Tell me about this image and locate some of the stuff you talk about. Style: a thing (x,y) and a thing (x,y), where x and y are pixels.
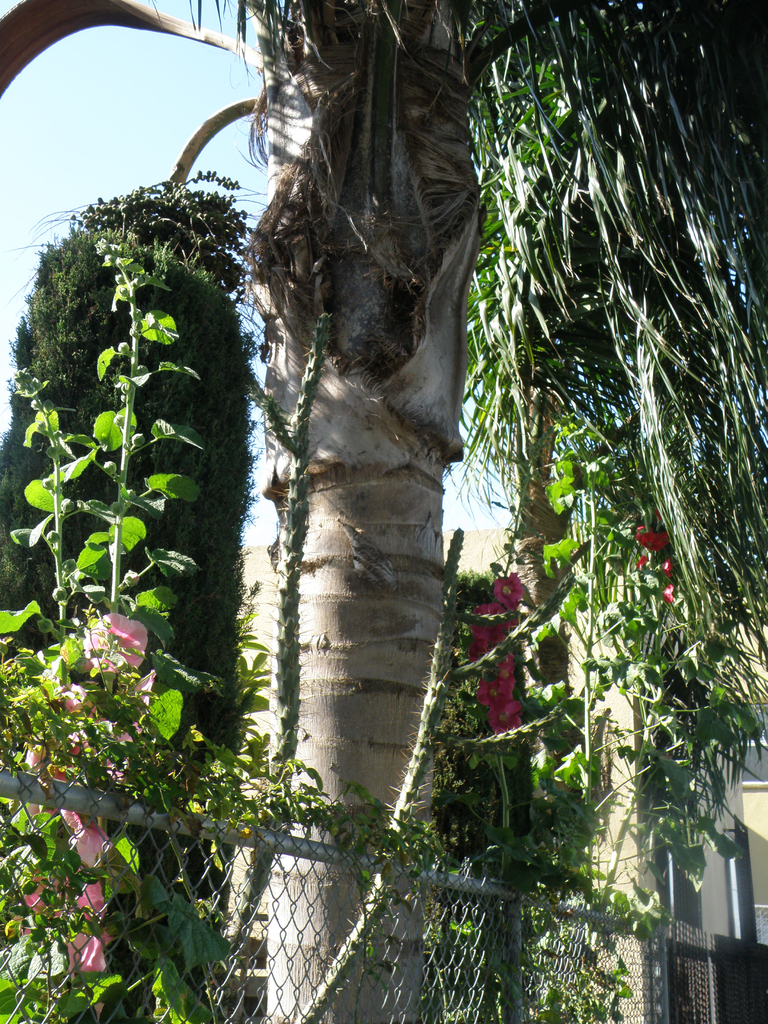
This image consists of trees (36,593). There is a fence (661,975) at the bottom (326,926). There is sky (125,117) at the top (169,105). There are flowers (102,882) on the left side (104,919).
